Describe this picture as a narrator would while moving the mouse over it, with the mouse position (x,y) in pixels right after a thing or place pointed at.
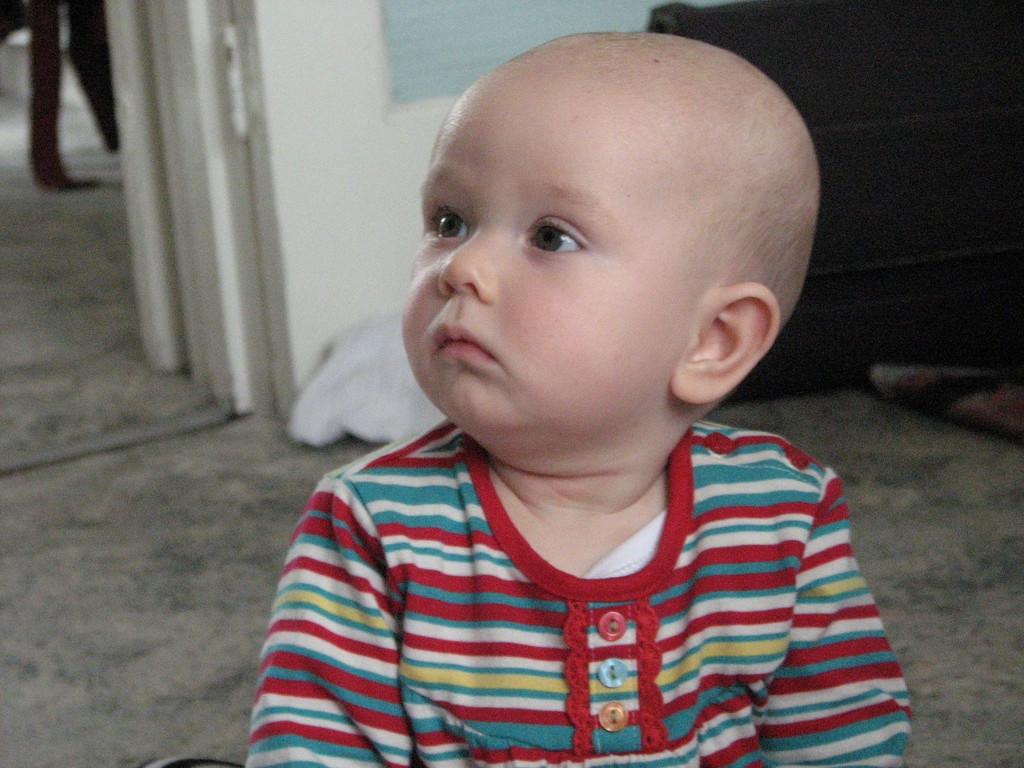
In the center of the image (524,428), we can see a baby (560,339) and in the background (827,17), there is an object (804,101) and we can see a poster (408,68) on the wall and there is a cover (336,410) and a door (162,95). At the bottom (112,574), there is a floor (120,576).
